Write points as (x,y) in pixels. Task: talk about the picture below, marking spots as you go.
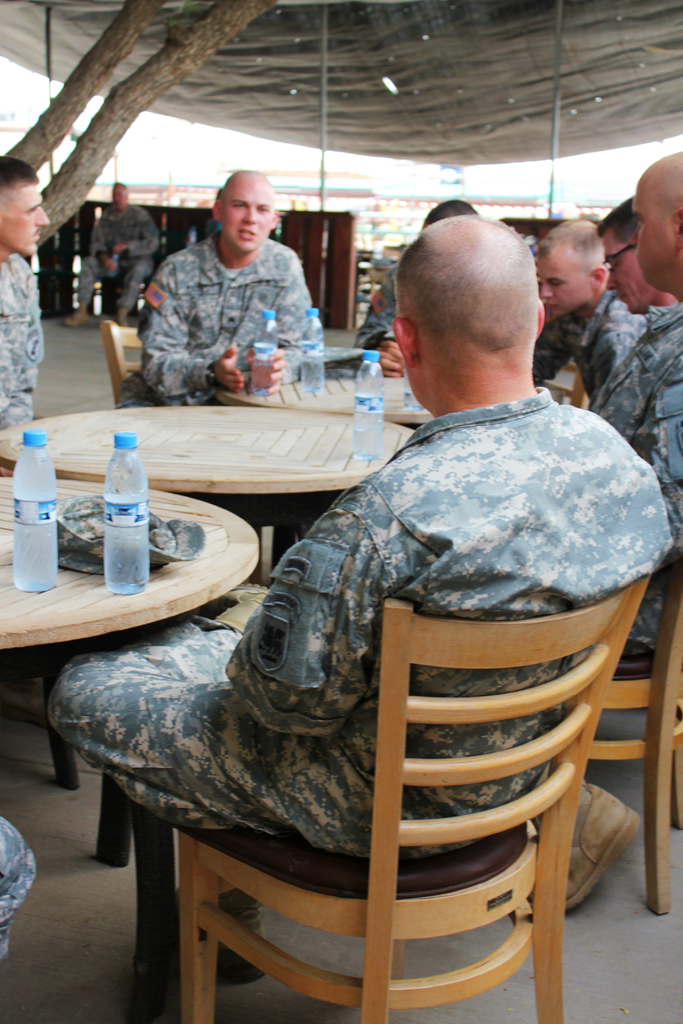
people (483,490) are sitting wearing a uniform (467,569) around the tables (239,434) on the chairs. on the tables (212,461) there are water bottles (118,560) and a cap (81,531). behind them there is a tree trunk (86,131).
